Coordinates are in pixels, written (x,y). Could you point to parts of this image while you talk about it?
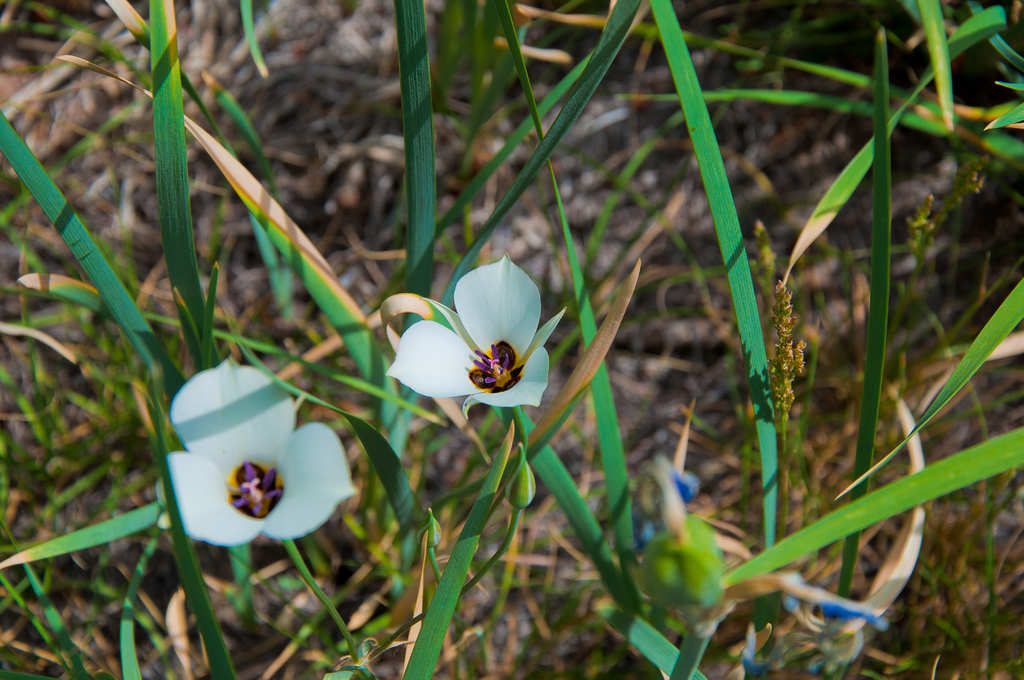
It is a zoom in picture of plants (647,523) and we can see two white flowers (284,496).
